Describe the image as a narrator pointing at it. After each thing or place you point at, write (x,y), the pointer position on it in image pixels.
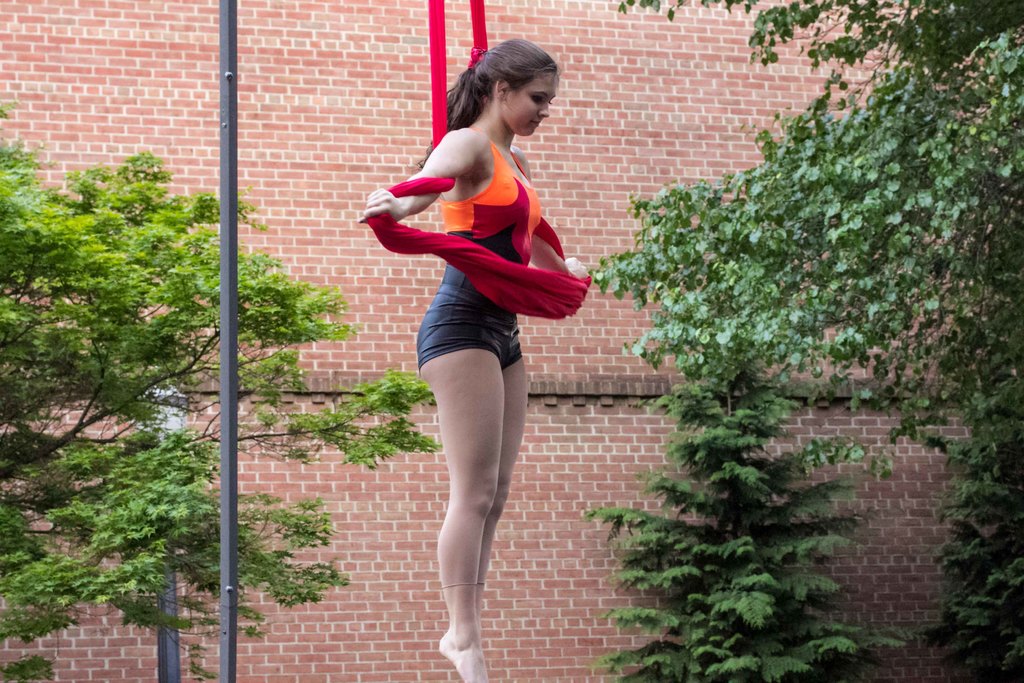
In this picture there is a woman (466,636) standing and holding the cloth (531,292). On the left side of the image (227,639) there is a pole (224,572). At the back (240,460) there are trees (266,386) and there is a building (280,151).
